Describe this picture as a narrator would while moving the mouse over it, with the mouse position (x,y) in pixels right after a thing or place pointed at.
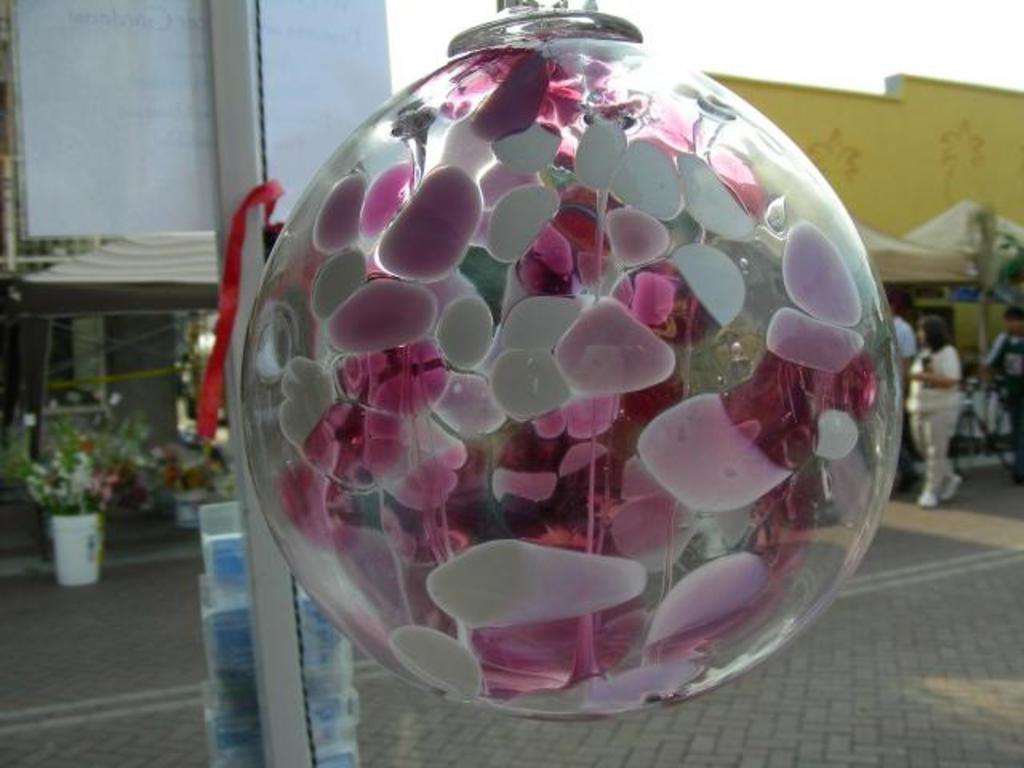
In the foreground (373,295) I can see a balloon like some object (618,454), boxes (317,697) and a pillar (290,714). In the background (148,460) I can see houseplants (143,426), buildings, shops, tables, tents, people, hoarding (61,89) and the sky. This image is taken may be on the road (195,618).
